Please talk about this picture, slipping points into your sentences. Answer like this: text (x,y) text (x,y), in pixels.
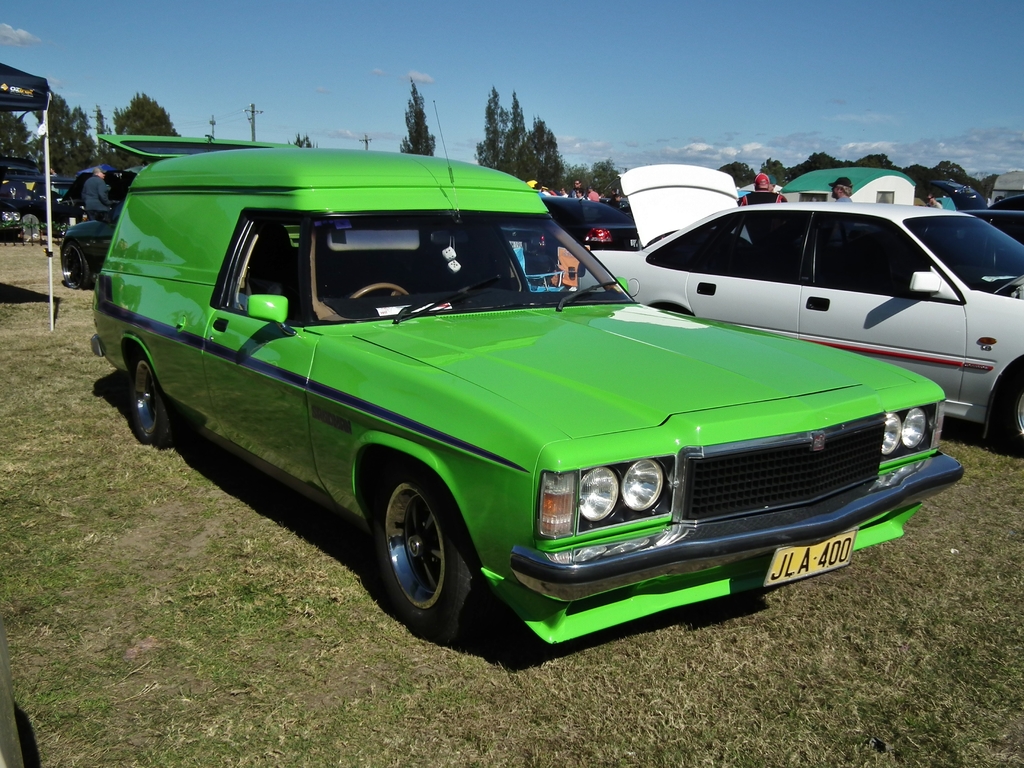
In this image there is a grassy land (267,671) in the bottom of this image (300,586), and there are some cars (424,387) in the middle of this image (489,285). There are some trees (547,180) in the background (414,148). There is a sky (548,77) on the top of this image (509,56).
